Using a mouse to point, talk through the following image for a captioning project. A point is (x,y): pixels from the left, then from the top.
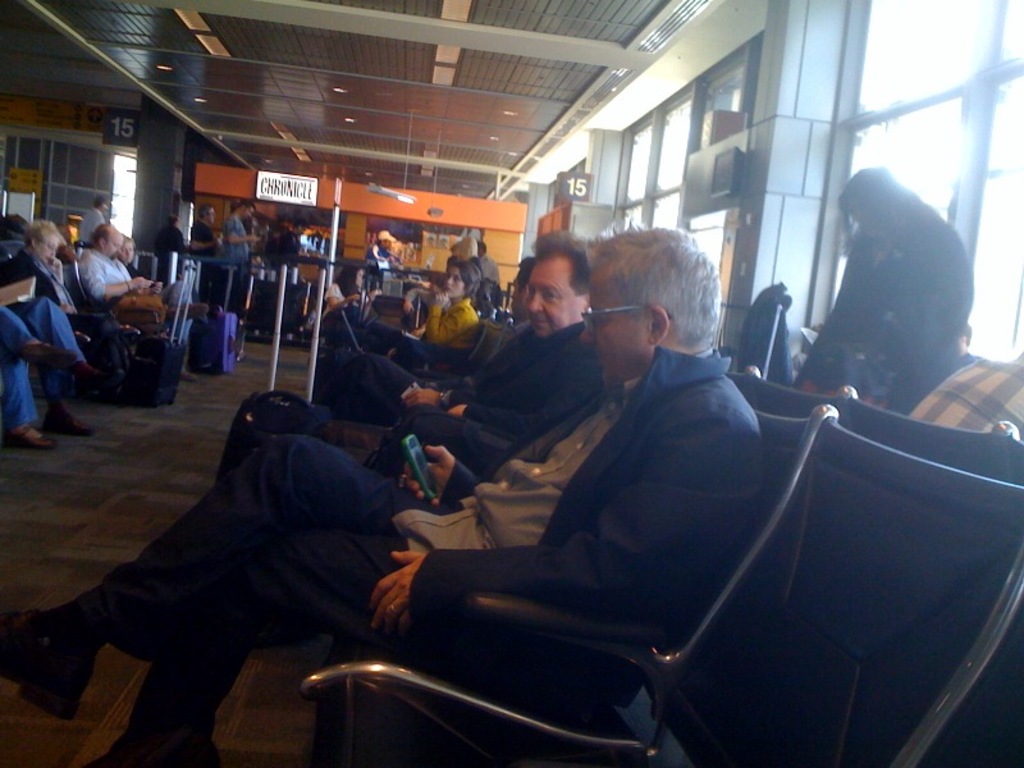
This picture is an inside view of a building (404,126). In this picture we can see some people (280,474) are sitting on the chairs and some of them are standing and also we can see the bags (277,414), floor (59,505), barricades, boards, wall (803,98), glass windows (632,164). At the top of the image (449,141) we can see the ceiling (523,63) and lights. At the bottom of the image (422,572) we can see a man (630,468) is holding a mobile (424,470). On the left side of the image (37,253) we can see some people (42,293) are holding the objects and a man (53,302) is holding a book (24,296). On the right side of the image (939,293) we can see a person (963,307) is standing and also we can see the bags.
